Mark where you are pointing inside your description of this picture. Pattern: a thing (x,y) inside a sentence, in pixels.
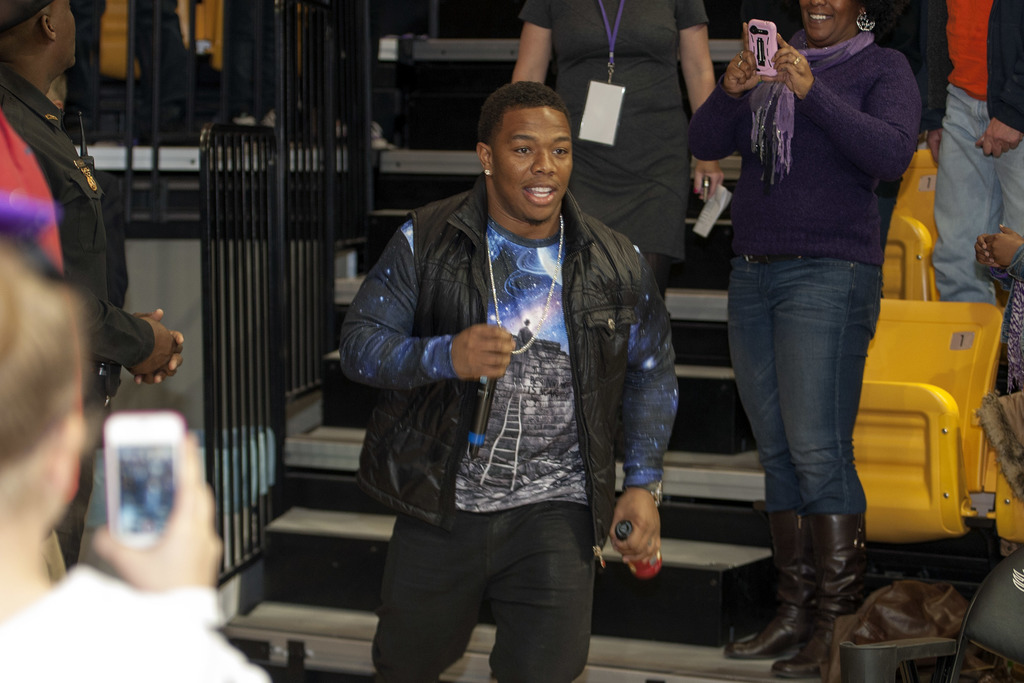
In this image we can see a person (455,419) holding a mic (484,416) and a bottle (645,566) walking down stairs (654,610). We can also see some people (766,413) standing beside him holding the cell phones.
